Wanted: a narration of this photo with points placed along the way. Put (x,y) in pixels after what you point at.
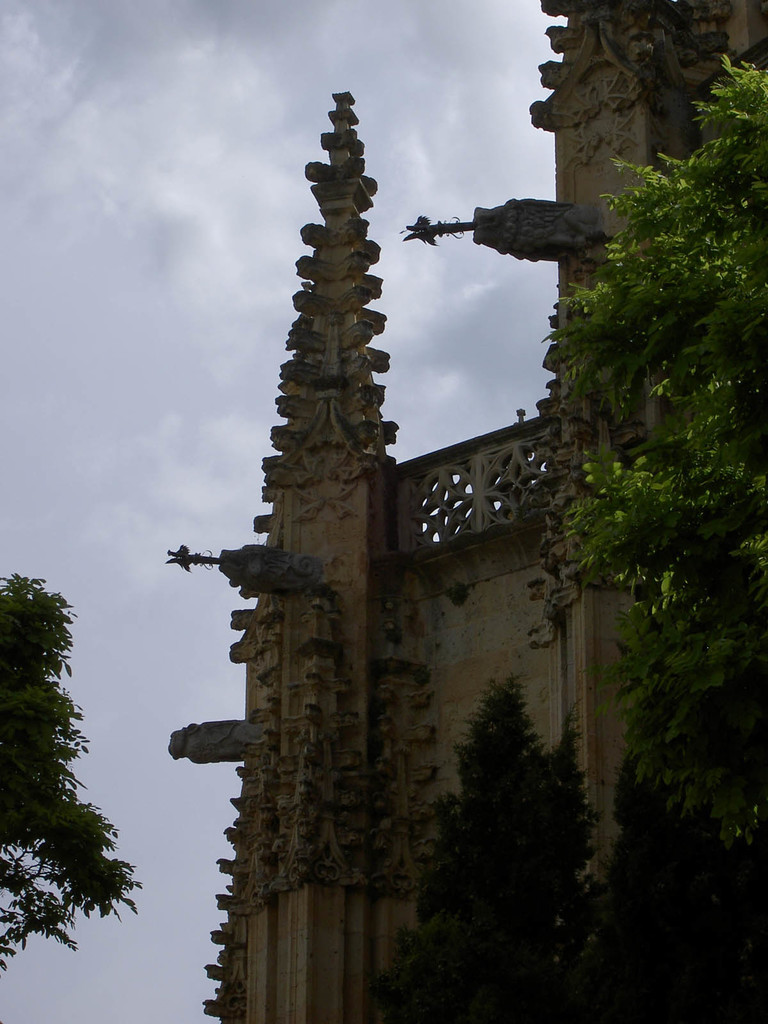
In this image I can see a building (587,794) and few trees (6,791). The sky (148,302) is in blue and white color.
